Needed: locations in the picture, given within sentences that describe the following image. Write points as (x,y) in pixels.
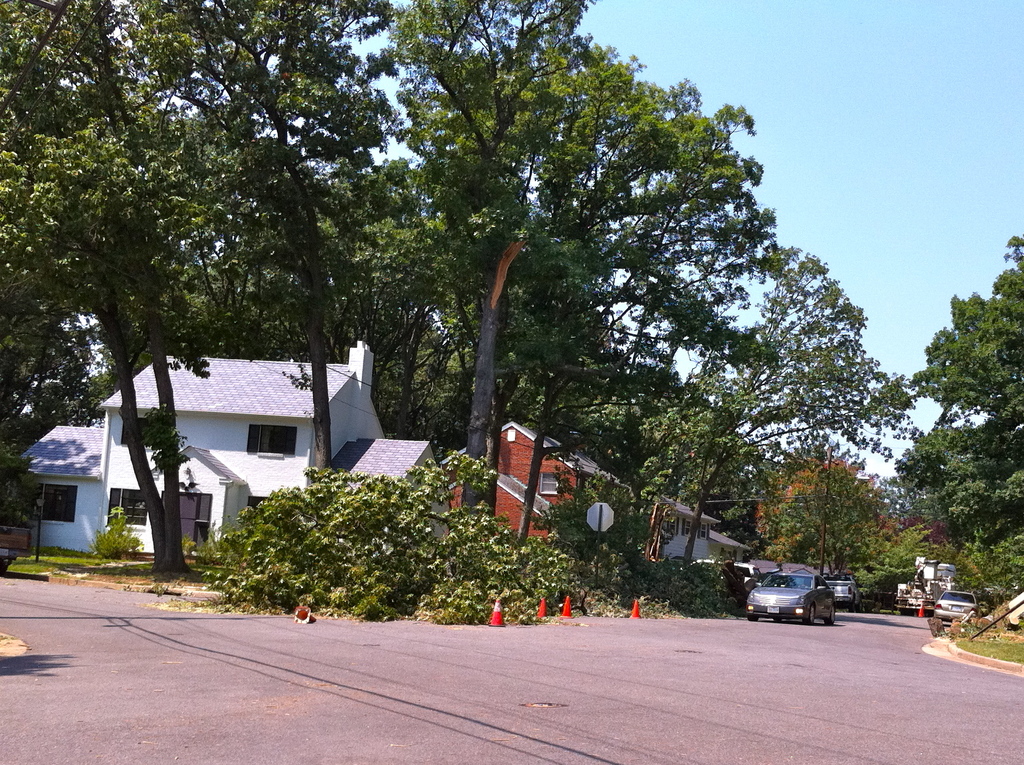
In the background (940,152) we can see the sky (615,33). In this picture we can see the houses (235,458), windows (43,511), plants (967,542), trees (39,220) and the green grass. In this picture we can see the vehicles (838,602) on the road (1012,683). We can see the traffic cones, board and a pole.
